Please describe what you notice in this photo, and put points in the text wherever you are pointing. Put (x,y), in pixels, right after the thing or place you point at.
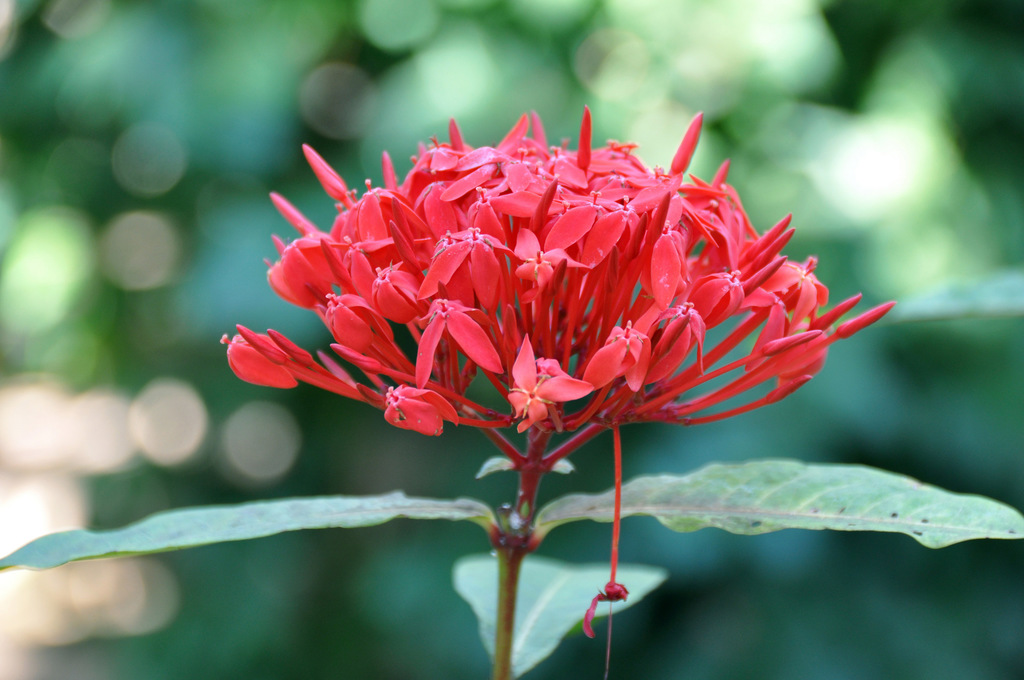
In the image we can see tiny red flowers (536,224), here we can see the stem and the leaves (262,507) and the background (676,68) is blurred.
